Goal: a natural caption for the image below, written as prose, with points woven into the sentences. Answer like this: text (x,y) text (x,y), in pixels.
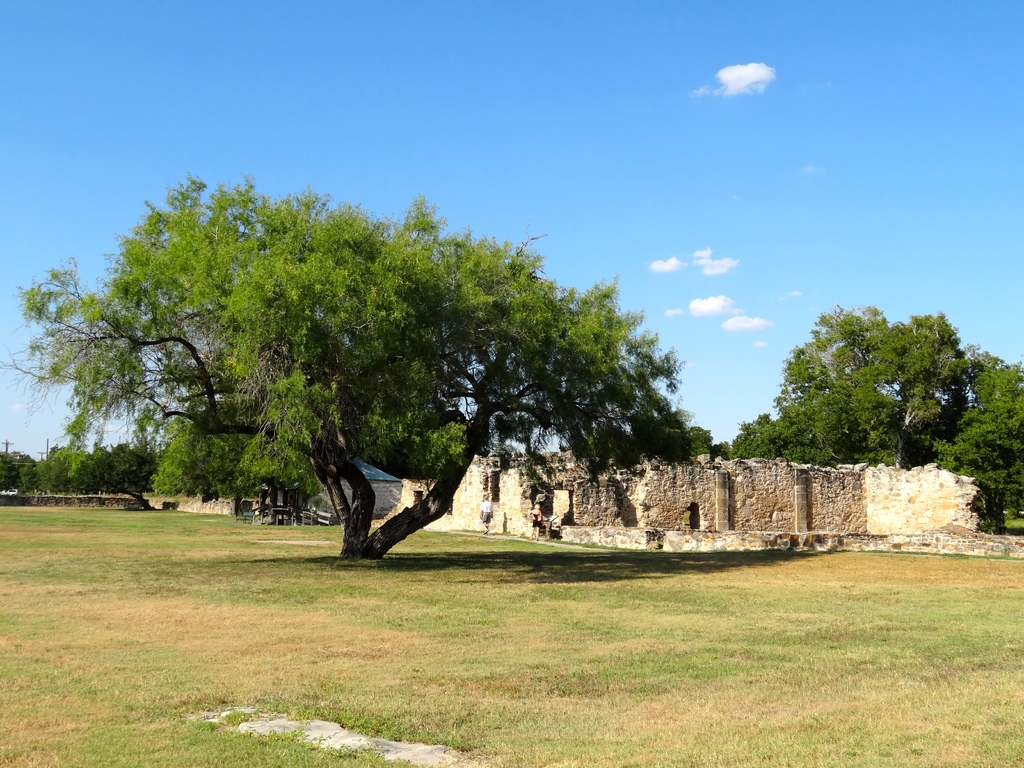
In this picture I can see few persons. I can see buildings (512,482), trees (452,457), and in the background (715,103) there is the sky (852,95).
